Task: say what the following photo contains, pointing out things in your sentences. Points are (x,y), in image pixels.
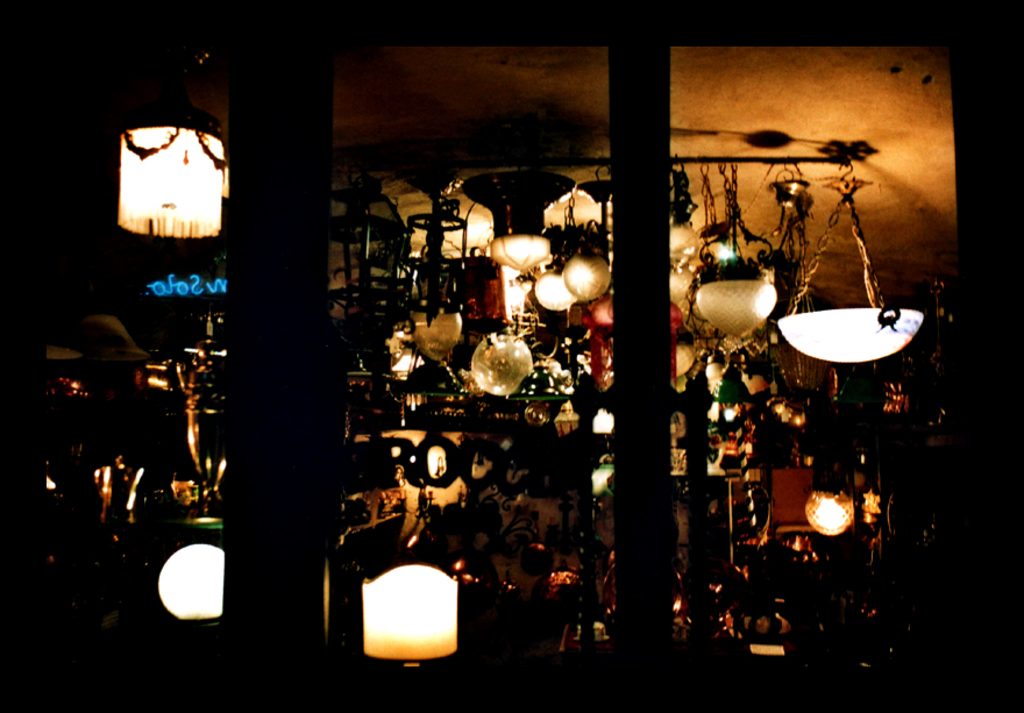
In this picture I can see lamps (727,297) hanging to the ceiling (348,113) and there are some objects (396,435).
